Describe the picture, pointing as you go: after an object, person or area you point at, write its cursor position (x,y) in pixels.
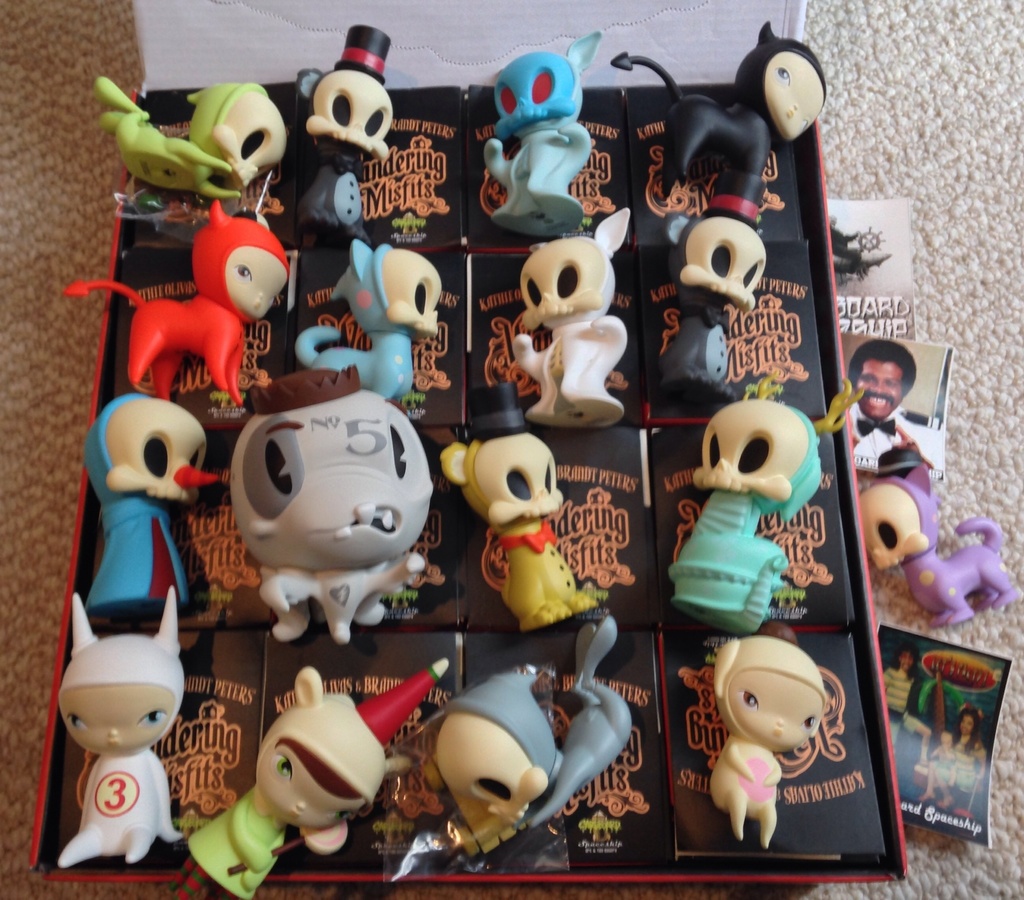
There is a box (597,796). Inside the box (615,781) there are many toys (555,324). Near to the box (376,397) there are some papers (930,375).
